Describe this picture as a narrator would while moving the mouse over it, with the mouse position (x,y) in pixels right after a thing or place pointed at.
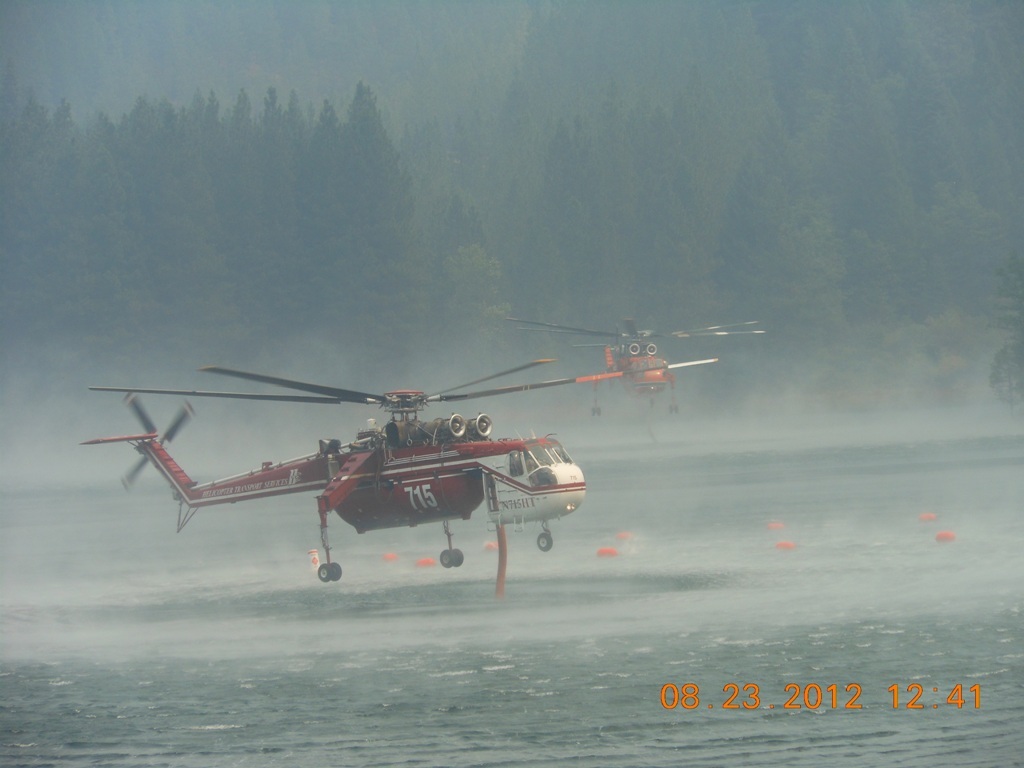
In the image there are two helicopters (437,439) flying in the air (240,435) above a sea (548,610), in the back (861,226) there are trees (440,196) all over the image.
